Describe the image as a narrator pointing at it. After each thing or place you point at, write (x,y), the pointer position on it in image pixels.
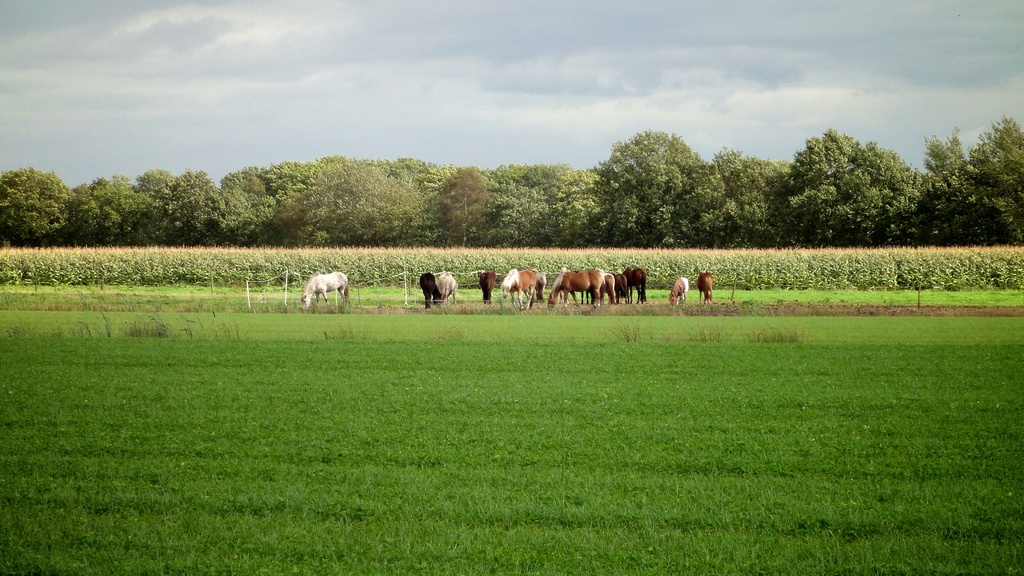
This picture consists of a ground (210,348), in the ground (210,348) I can see animals (443,278) and crops (388,258) and trees (589,174) and at the top (569,97) I can see the sky (490,109).
